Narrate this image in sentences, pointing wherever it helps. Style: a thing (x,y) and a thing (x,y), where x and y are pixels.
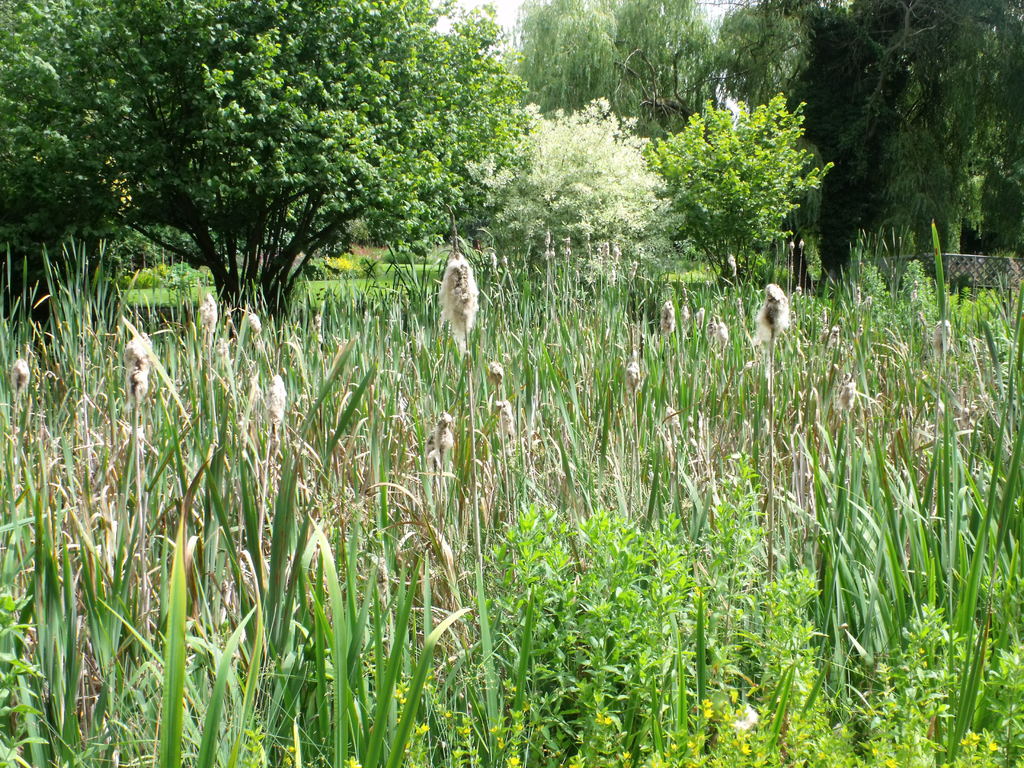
In this image on the ground (290,579) there are plants (462,466). In the background (420,157) there are trees (428,163).
